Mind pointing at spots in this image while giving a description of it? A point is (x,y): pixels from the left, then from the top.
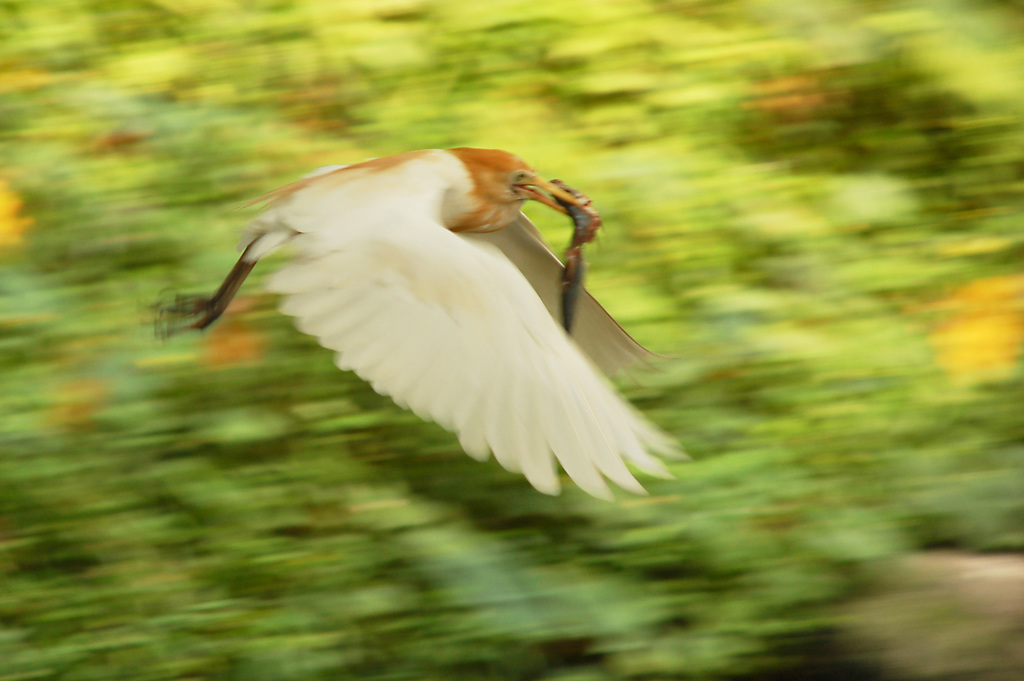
This image consists of a bird (403,278). It is in white color. It is flying. It is holding something in its mouth (565,193). There are trees (642,197) on the backside (688,234).
